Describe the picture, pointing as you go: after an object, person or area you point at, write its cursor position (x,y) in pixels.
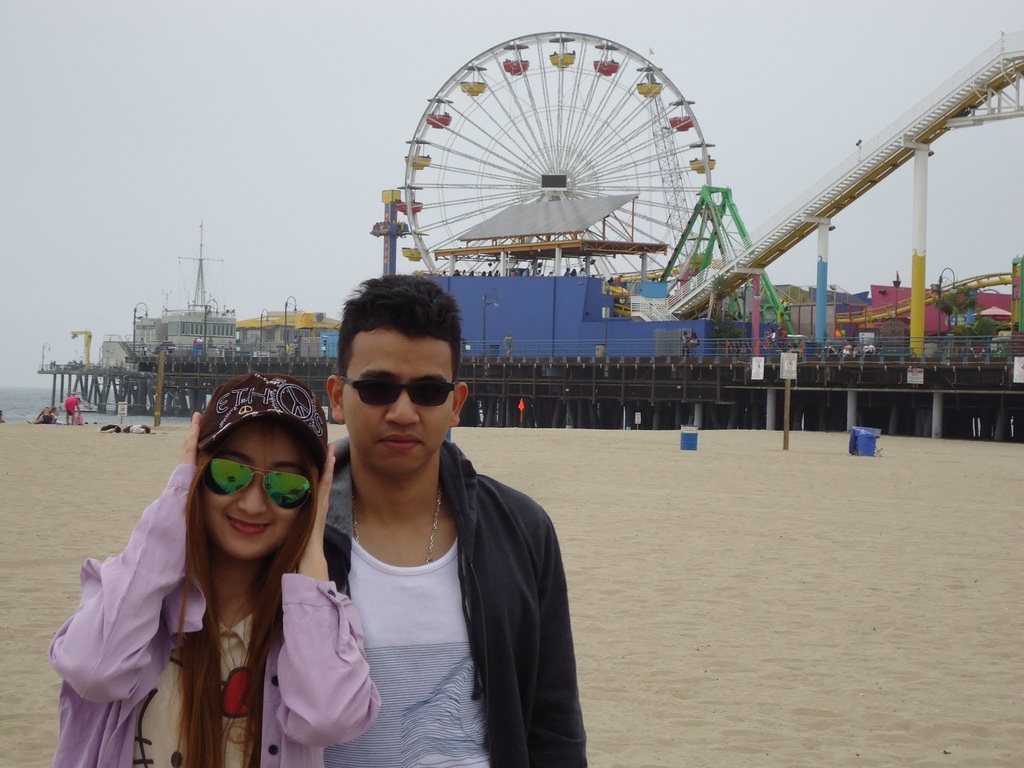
In the image there is a man (389,497) and woman (243,538) standing on the left side (309,562), both of them are wearing jackets (487,518) and specs (410,390) and behind them there is giant wheel (597,181) and many play things (719,271), it seems to be a carnival (505,331), the land (810,519) is covered with sand (657,506) above its sky (181,115).
